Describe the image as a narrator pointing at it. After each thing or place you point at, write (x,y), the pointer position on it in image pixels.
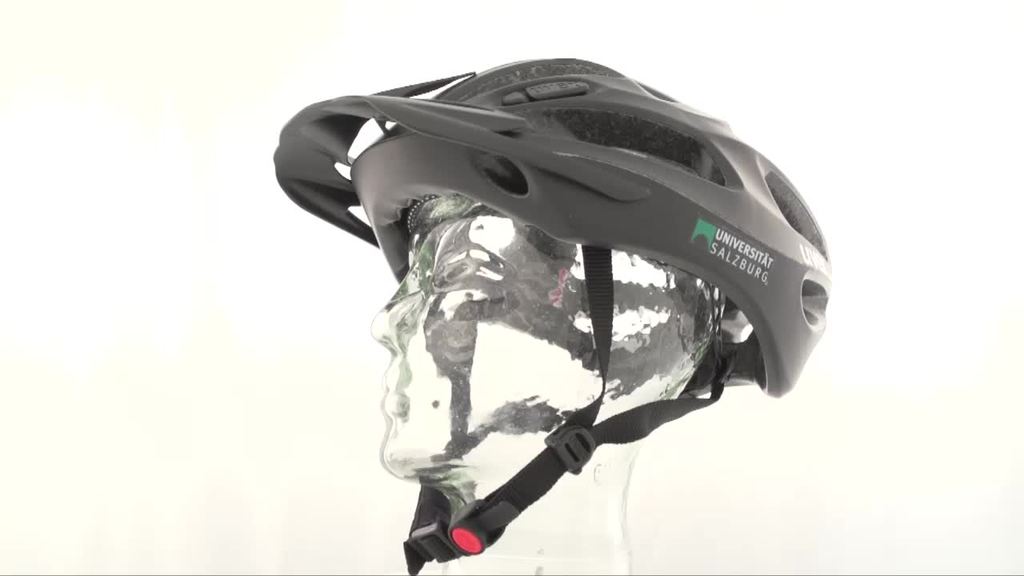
In this image I can see a mannequin (417,343) which is made up of glass (547,359). On the top of it there is a helmet (609,178).
